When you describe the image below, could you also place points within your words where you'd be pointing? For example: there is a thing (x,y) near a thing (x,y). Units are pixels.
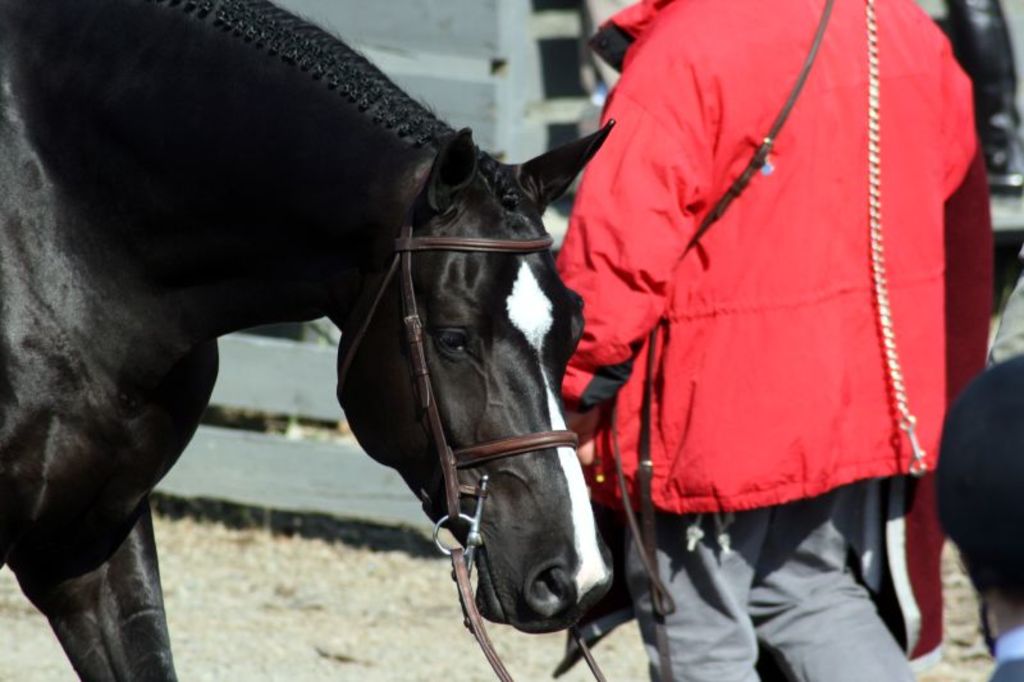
In this picture there is a black horse (249,134) and there is a man (737,98) with red jacket (815,461) standing behind the horse (343,364).
